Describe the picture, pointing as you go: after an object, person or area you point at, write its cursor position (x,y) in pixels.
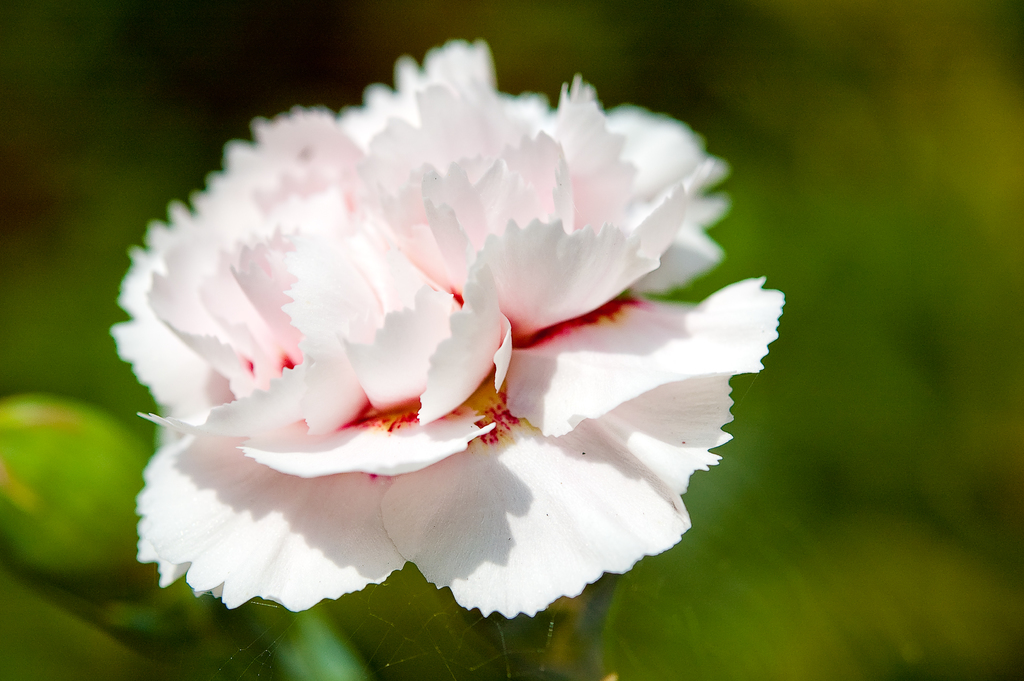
In this image we can see a flower (365,353). On the left side (139,467), we can see a bud (121,446). The background of the image (11,105) is blurred.
